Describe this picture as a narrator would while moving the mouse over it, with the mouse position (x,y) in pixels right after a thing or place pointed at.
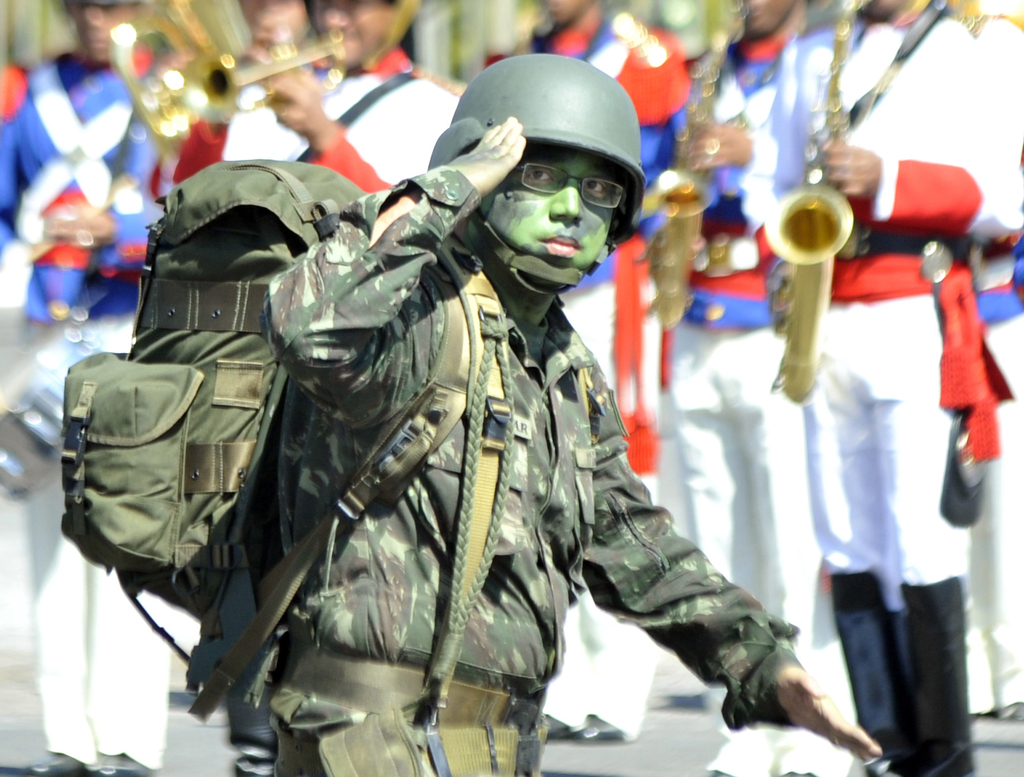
In the foreground of the image (355,442) we can see a man (389,502) wearing a helmet (620,167) and a bag (458,381). In the background (75,149), we can see group of people (942,583) holding musical instruments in their hands (324,130) are standing on the ground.
